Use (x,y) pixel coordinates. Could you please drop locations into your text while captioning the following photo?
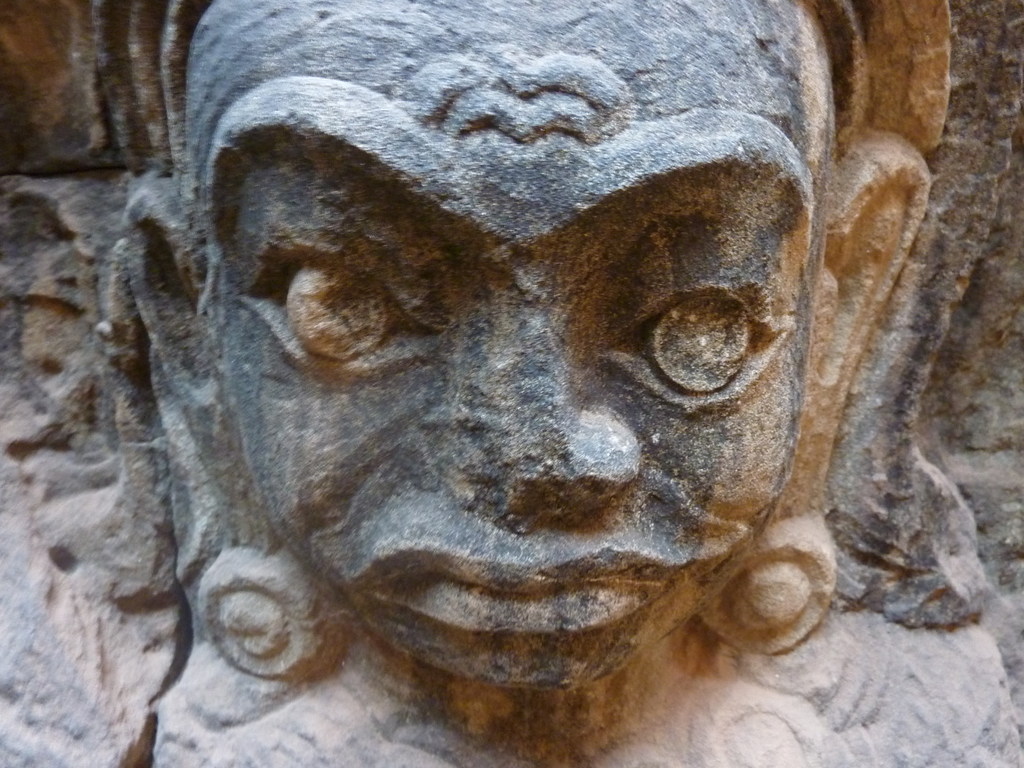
In this image we can see a sculpture (666,431) to the wall (967,356).
